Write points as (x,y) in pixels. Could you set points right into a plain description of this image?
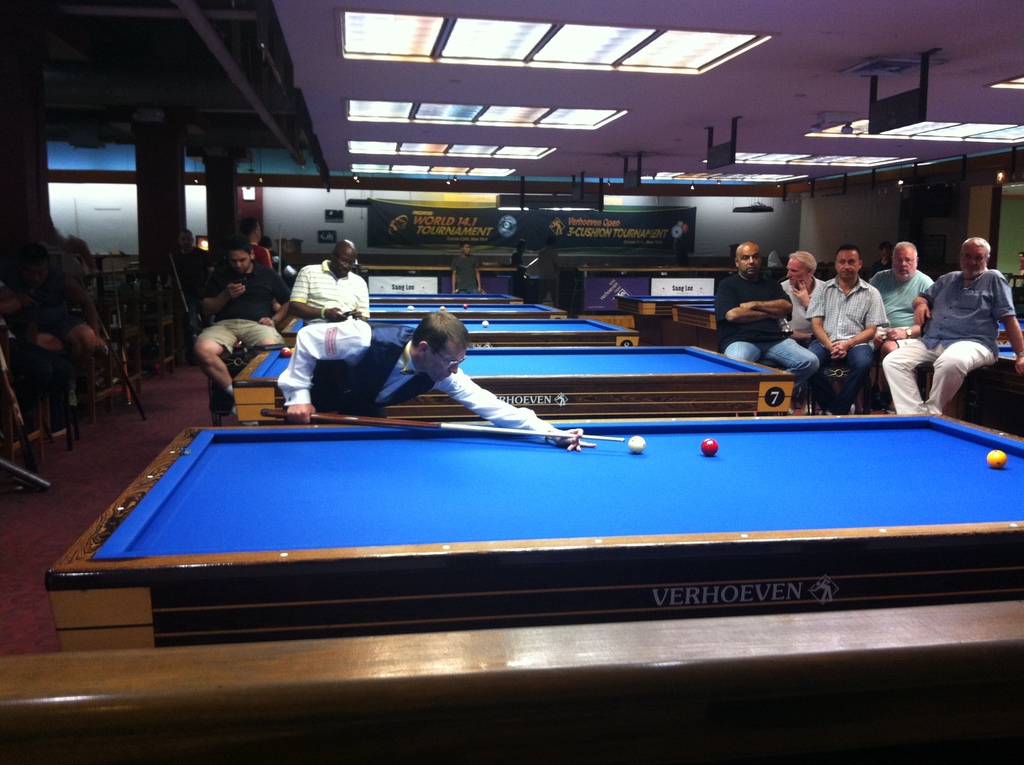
In this picture I can see group of people (940,364) sitting on the chairs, there are snooker boards (498,348), lights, banner (629,282), tables (498,348), a person (458,350) standing and holding a cue stick (520,430) near the snooker board (595,426), there are billiard balls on the snooker board (964,521), and there are some other items (720,164).
